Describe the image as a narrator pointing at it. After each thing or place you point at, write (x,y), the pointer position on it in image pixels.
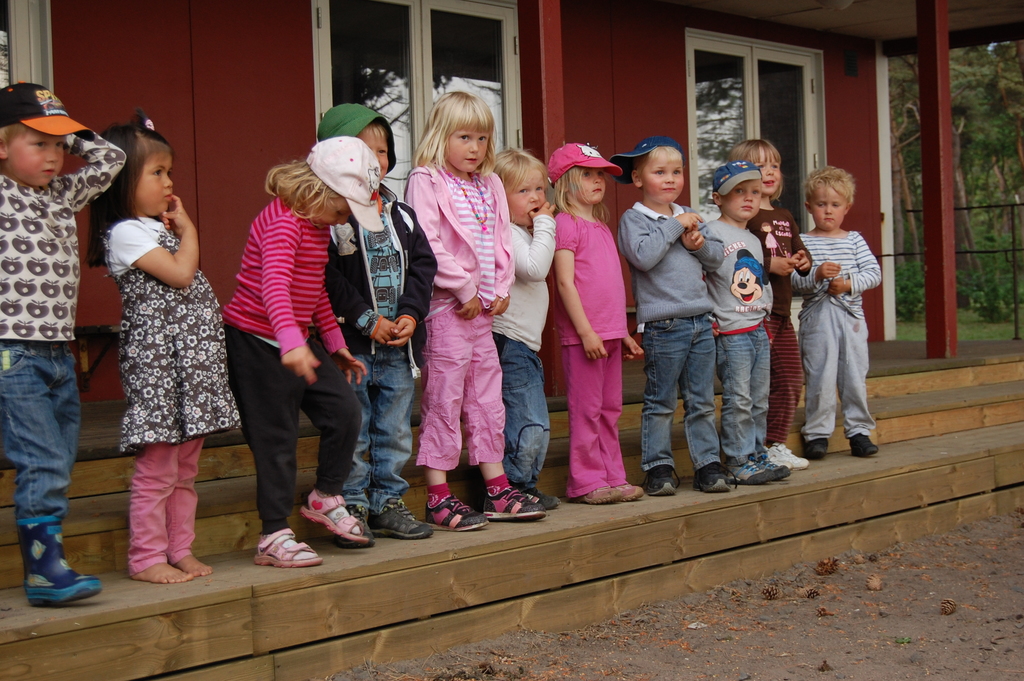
Building (408,51) with glass windows (402,62). In-front of this building (579,14) there are kids (350,279) standing. Wall (881,302) is in maroon color. Here we can see trees (977,145) and plants (1021,277).
